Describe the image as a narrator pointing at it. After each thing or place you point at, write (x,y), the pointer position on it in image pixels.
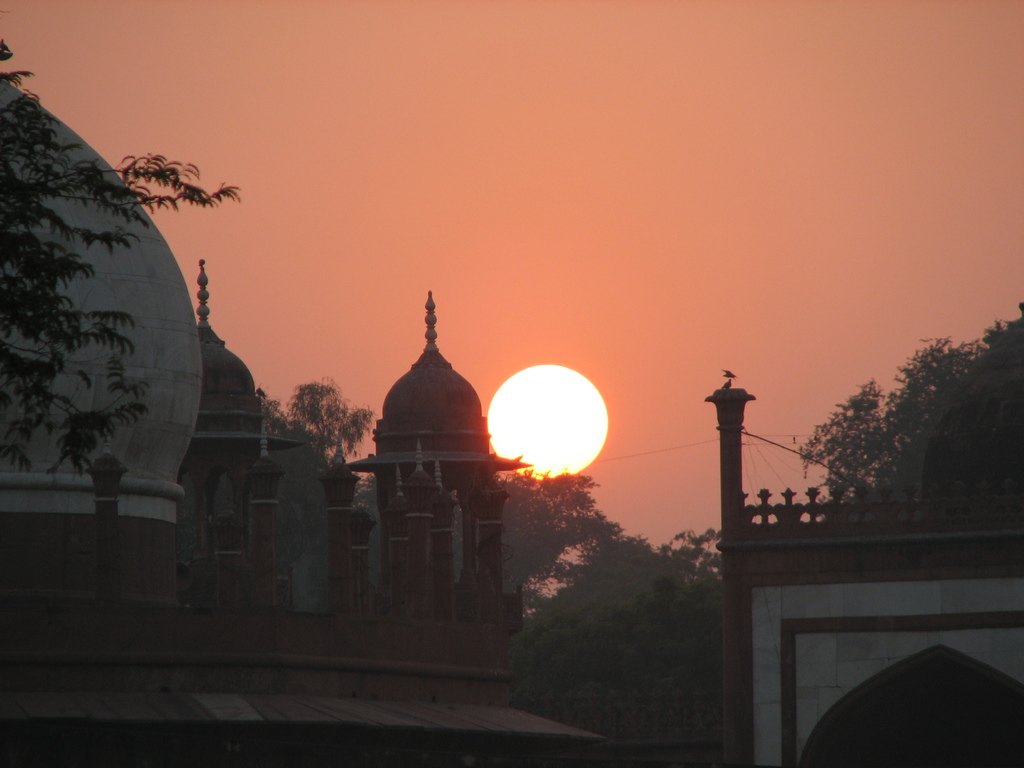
In this image we can see tomb buildings (973,413) and trees (285,428). We can see sun (530,401) in the sky (540,204).
